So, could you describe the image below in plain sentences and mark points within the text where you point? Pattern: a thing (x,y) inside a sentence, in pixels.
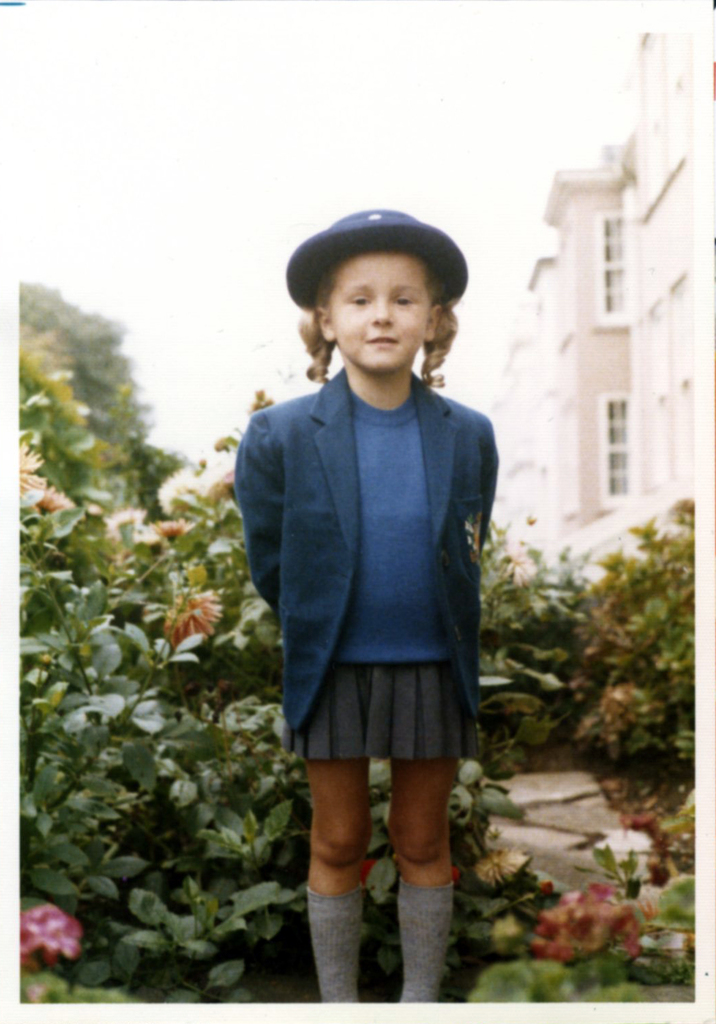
In this picture I can see a girl (351,462) is standing. The girl (390,383) is wearing a hat (369,226), blue color coat (322,544) and a skirt (344,691). In the background (178,611) I can see plants (111,571), the sky (262,324) and buildings (571,404).
